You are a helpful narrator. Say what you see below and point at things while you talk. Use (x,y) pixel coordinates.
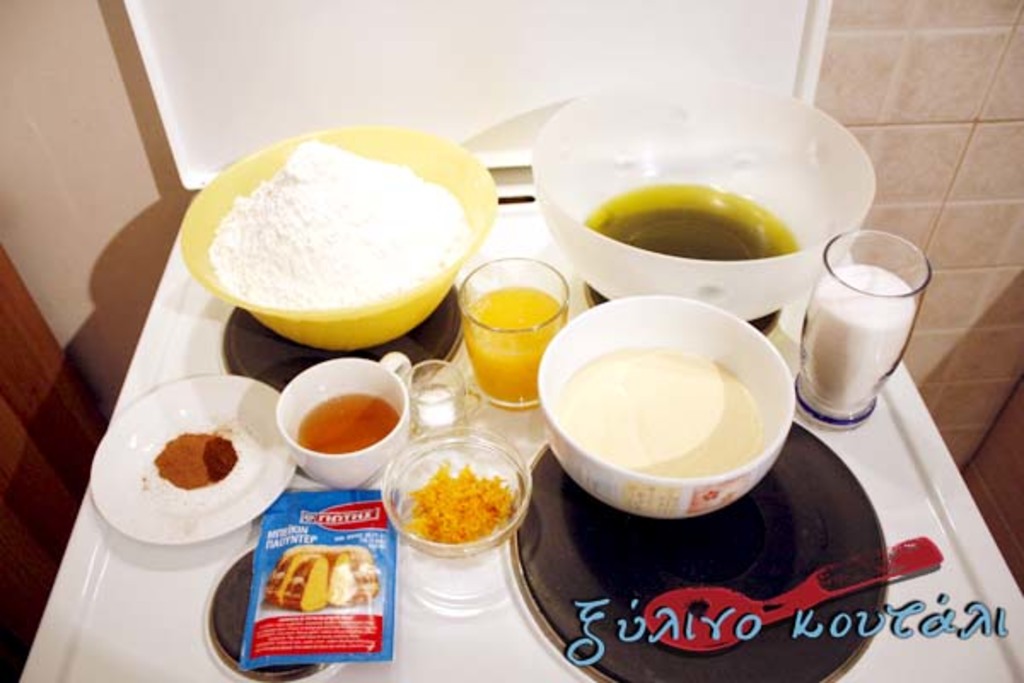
In this image there are some food items (329,289) in bowls (686,285) and some drinks (487,332) in glasses (509,318) and there is a sachet (375,600) on a stove (539,493), at the bottom of the image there is some text (666,625), behind the stove (282,367) there is a board (435,96) on the tile wall (864,79).
